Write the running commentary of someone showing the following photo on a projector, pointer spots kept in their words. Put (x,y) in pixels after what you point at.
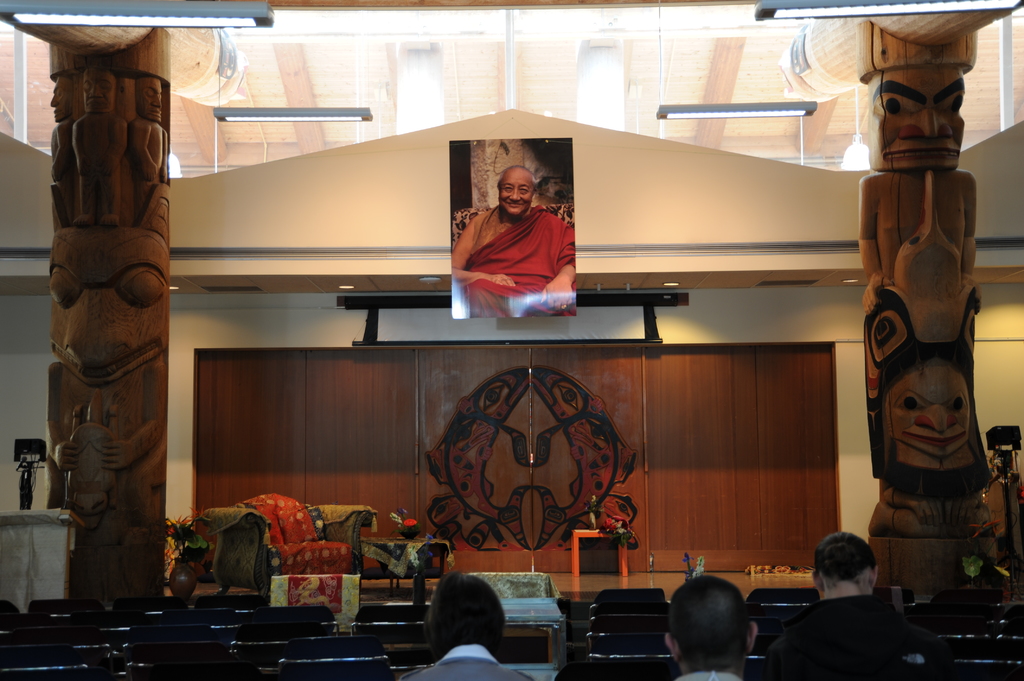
In this image I can see three people (440,634) sitting. In-front of these people (447,608) I can see the couch (303,569), teapoy (394,570) and few more objects (415,548). I can see the photo (496,273) and the lights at the top (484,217).
